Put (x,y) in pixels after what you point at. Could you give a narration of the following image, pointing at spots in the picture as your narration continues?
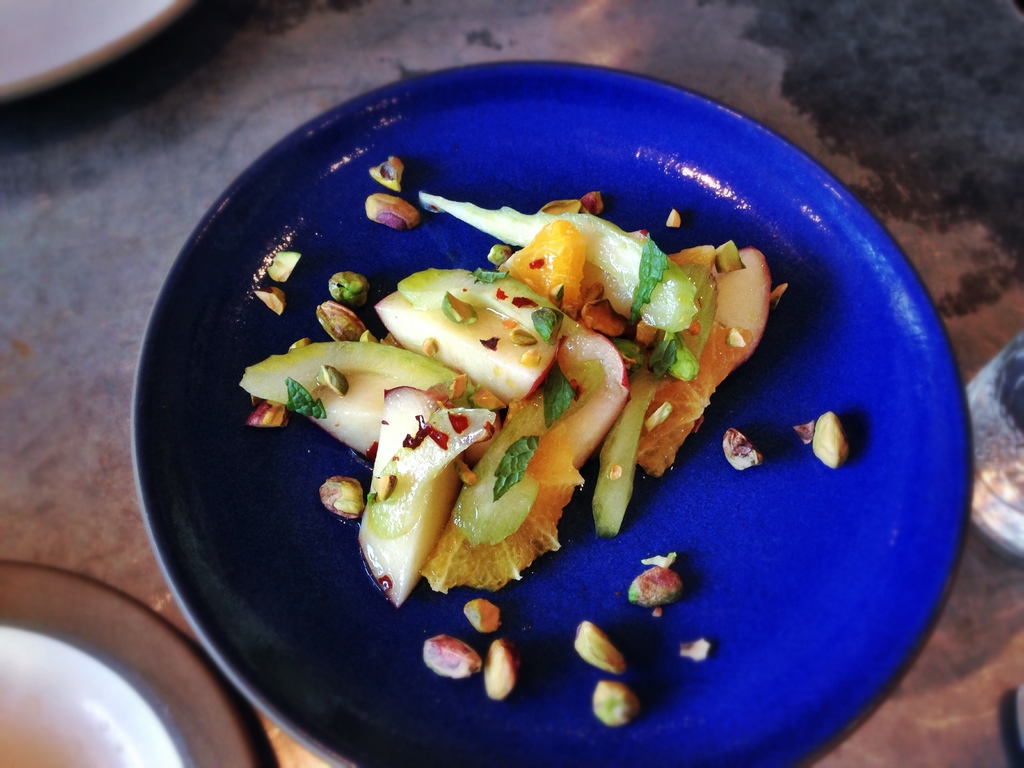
In this image I can see a blue colored plate (560,105) and on the plate (563,126) I can see a food item (447,334) which is cream, green and orange in color. I can see few other plates (62,76) which are white in color.
